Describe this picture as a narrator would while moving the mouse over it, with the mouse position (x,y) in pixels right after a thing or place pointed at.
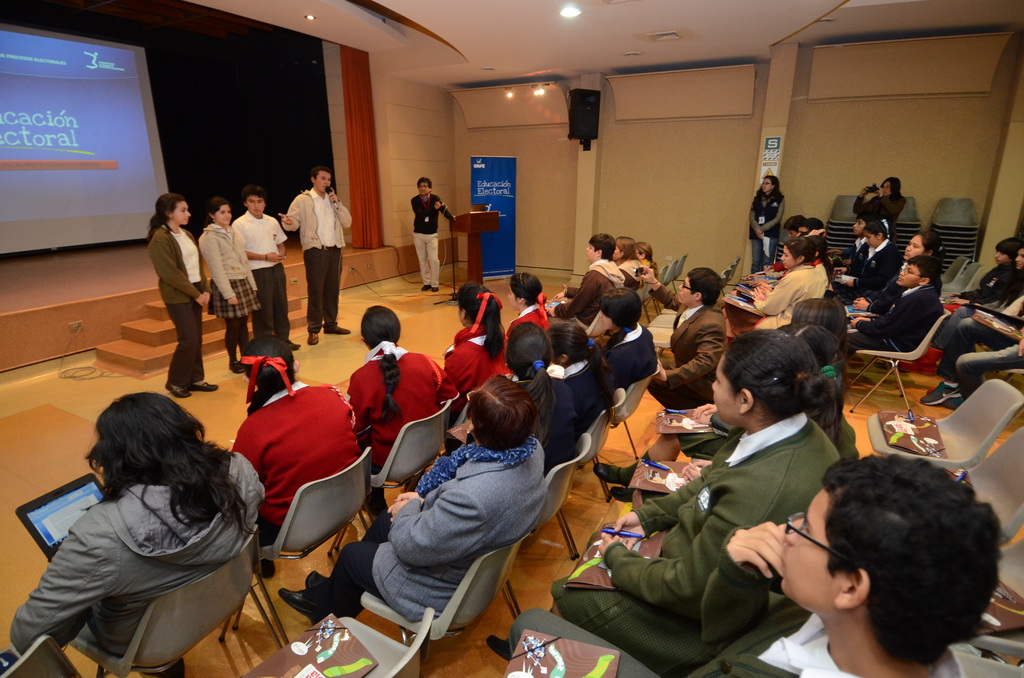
In this picture we can see a group of people (443,582), some people (430,571) are sitting on chairs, some people (333,325) are standing, here we can see a podium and in the background (608,122) we can see a wall (605,135), roof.
